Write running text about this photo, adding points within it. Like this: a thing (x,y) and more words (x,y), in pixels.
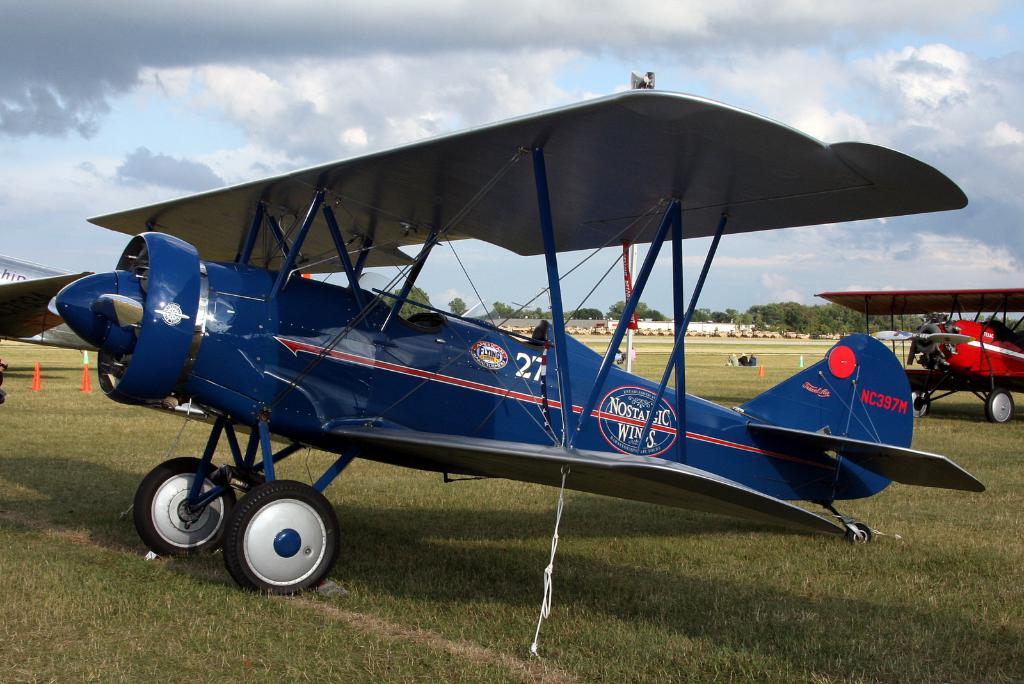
In this picture we can see air crafts (355,425) on the ground (600,516), here we can see people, traffic cones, trees (849,316) and some objects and in the background (849,281) we can see sky (857,245) with clouds (853,265).
